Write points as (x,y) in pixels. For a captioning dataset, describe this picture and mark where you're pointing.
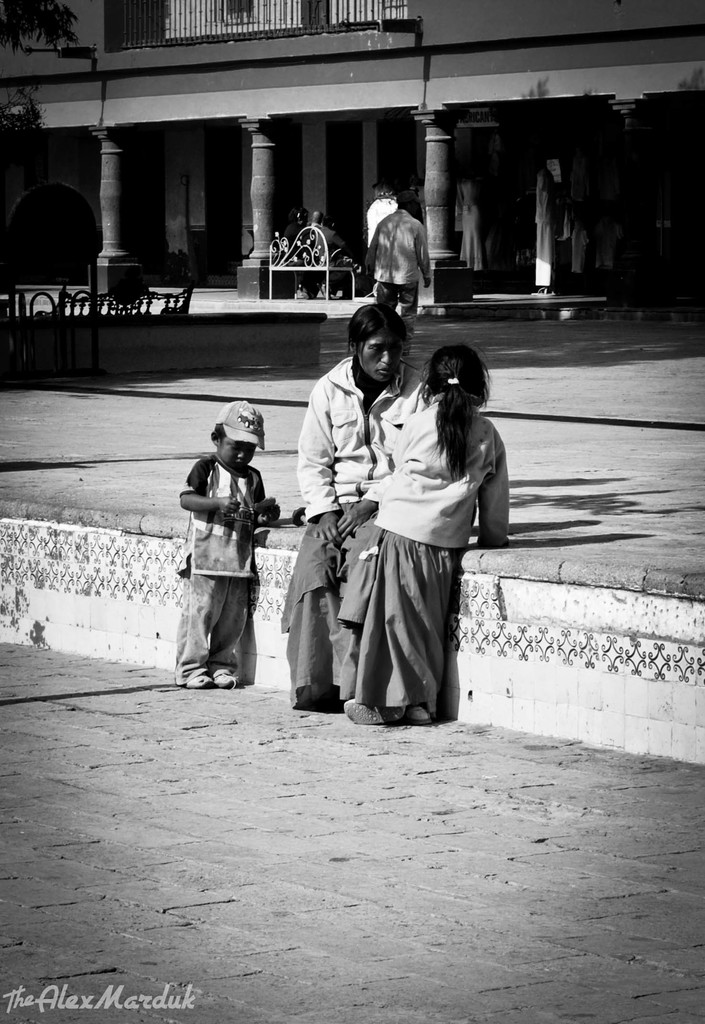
In the foreground of this image (307,586), there is a woman (323,540) is sitting on the pavement (565,570) and a girl (430,530) and a boy (194,500) are standing on the road (395,767). In the background (410,197), there is a man (427,278) walking on the pavement (604,553), a building (246,114), few pillars (114,188), benches (151,304) and a tree (17,93) on the top left corner (21,96).
